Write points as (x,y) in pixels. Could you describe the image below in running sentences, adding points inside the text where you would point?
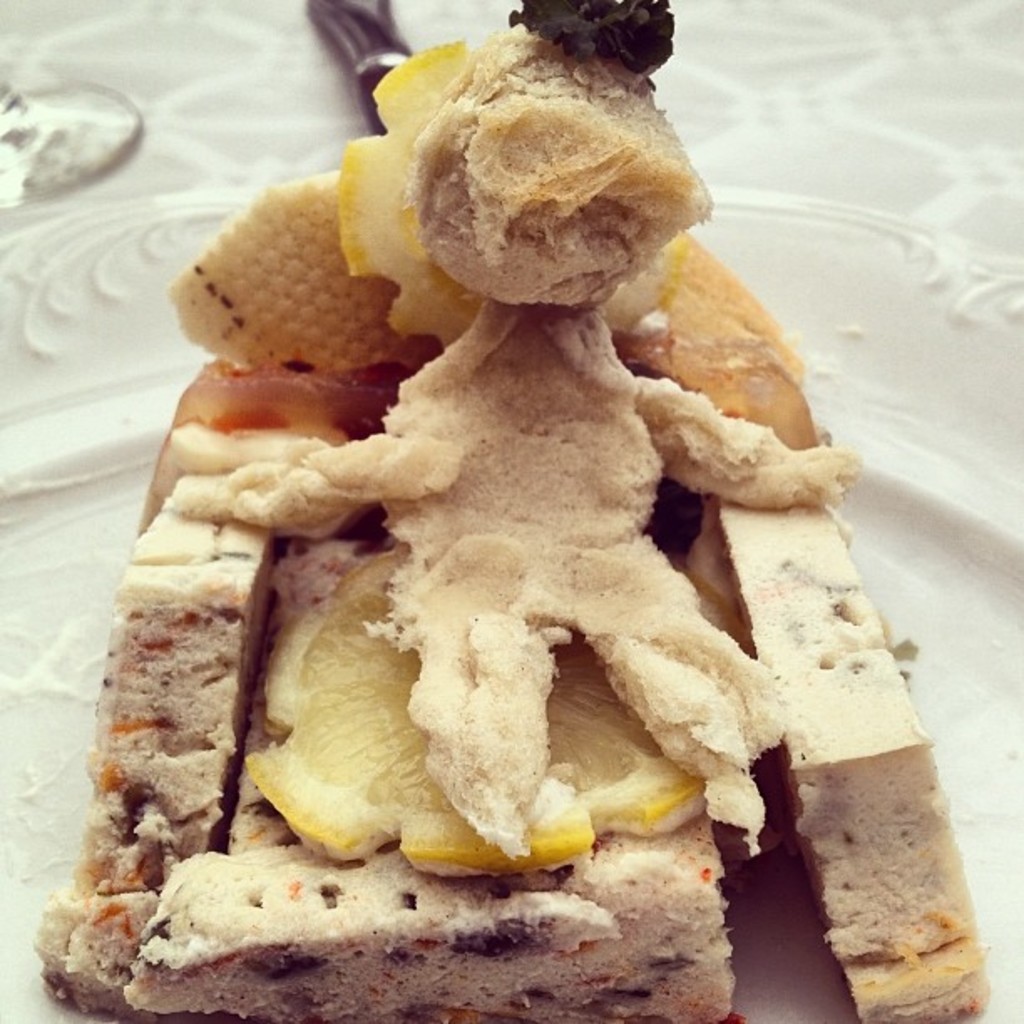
In the middle of this image (486,557), there is a doll (526,432) made with a cake (764,475) arranged on the cakes (886,832) and other food items (768,378). These cakes (750,568) are placed on a surface (922,673), on which there is a glass (7,109) and a steel object (381,59). And the background (7,109) is white in color.
